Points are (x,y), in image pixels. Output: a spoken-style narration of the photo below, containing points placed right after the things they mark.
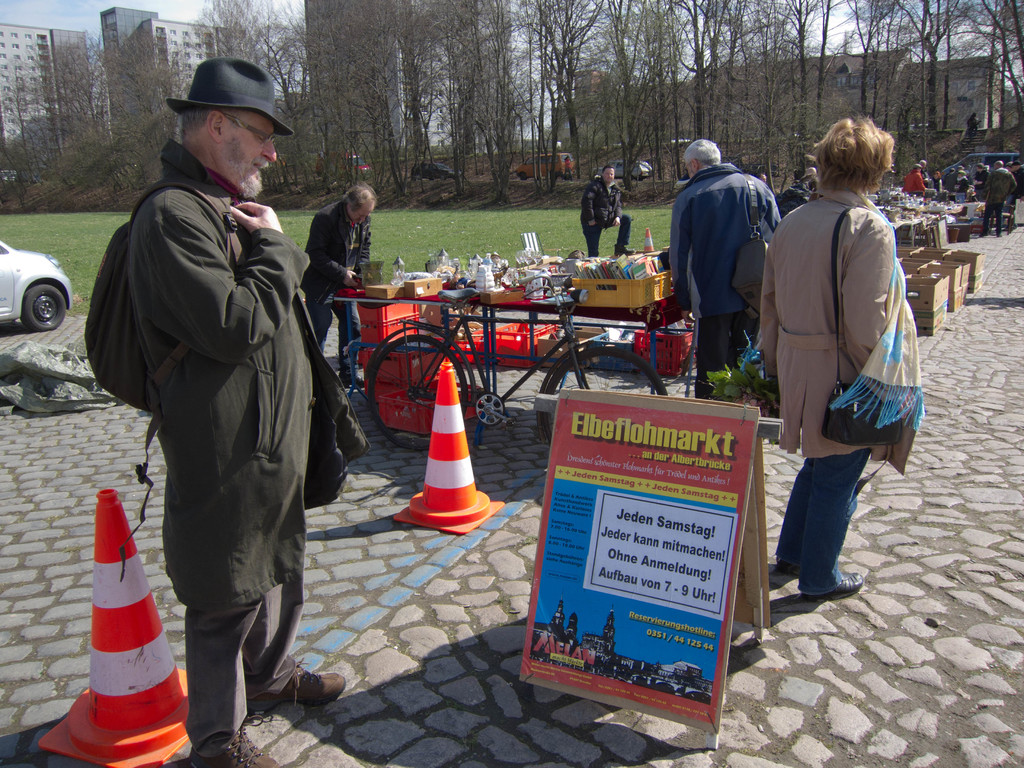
In this picture we can see some people (778,233) are standing, we can see a board (550,498), two traffic cones (438,490), a table (641,326) and a bicycle (537,320) in the front (556,325), there are some things (629,297) present on the table (500,279), on the right side (938,266) we can see cardboard boxes (932,247), on the left side (25,255) there is a car (29,286) and grass (65,243), in the background (418,177) we can see trees (713,88), vehicles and buildings (184,63), there is the sky (53,11) at the left top of the picture (60,0).
